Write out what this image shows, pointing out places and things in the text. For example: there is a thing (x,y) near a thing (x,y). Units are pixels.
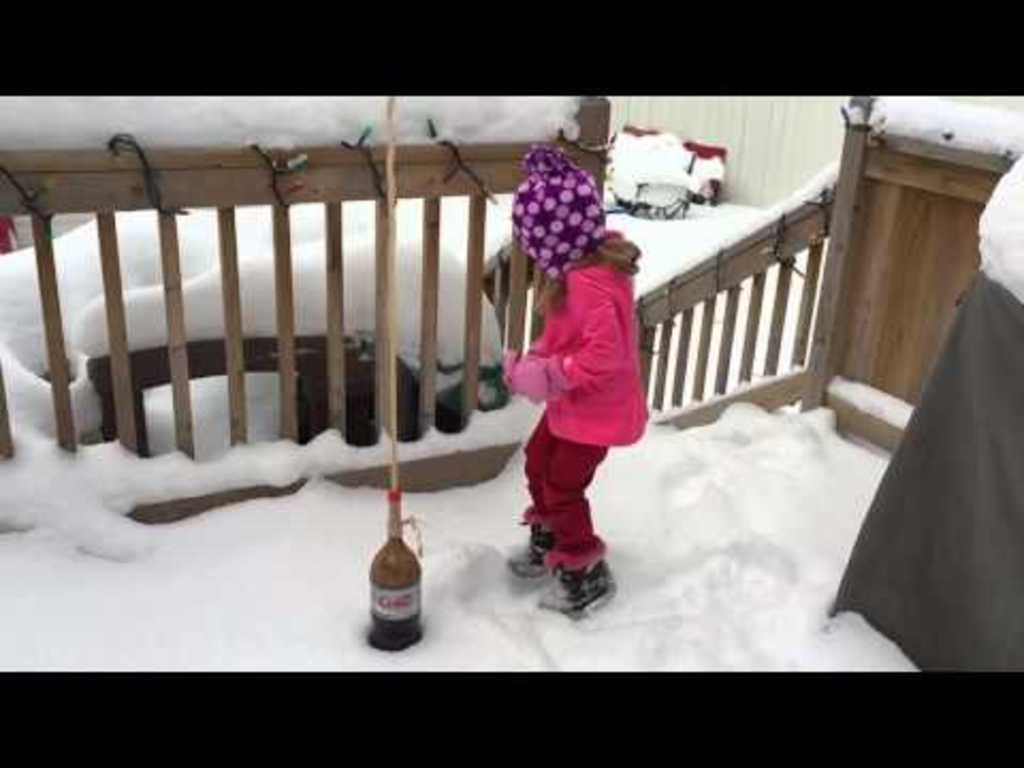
In the center of the image (559,501) we can see a girl (559,480) standing. She is wearing a pink dress (571,363). At the bottom (176,621) there is snow (520,581). On the right (900,555) there is a cloth (974,533). In the background (72,204) we can see a fence (421,389) and a wall (771,151).
